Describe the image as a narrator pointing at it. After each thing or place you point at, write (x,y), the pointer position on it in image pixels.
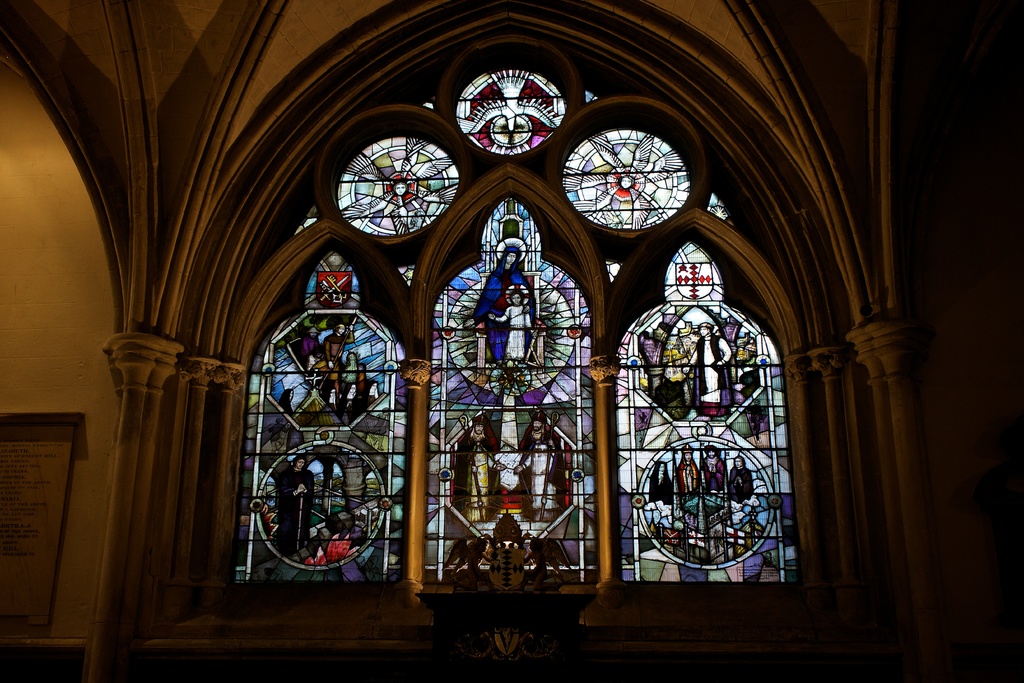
In this image we can see the wall (938,172), text board (47,451) and also the window (489,327) with the stained glass (501,357). We can also see an object (540,582) at the bottom (526,559).
